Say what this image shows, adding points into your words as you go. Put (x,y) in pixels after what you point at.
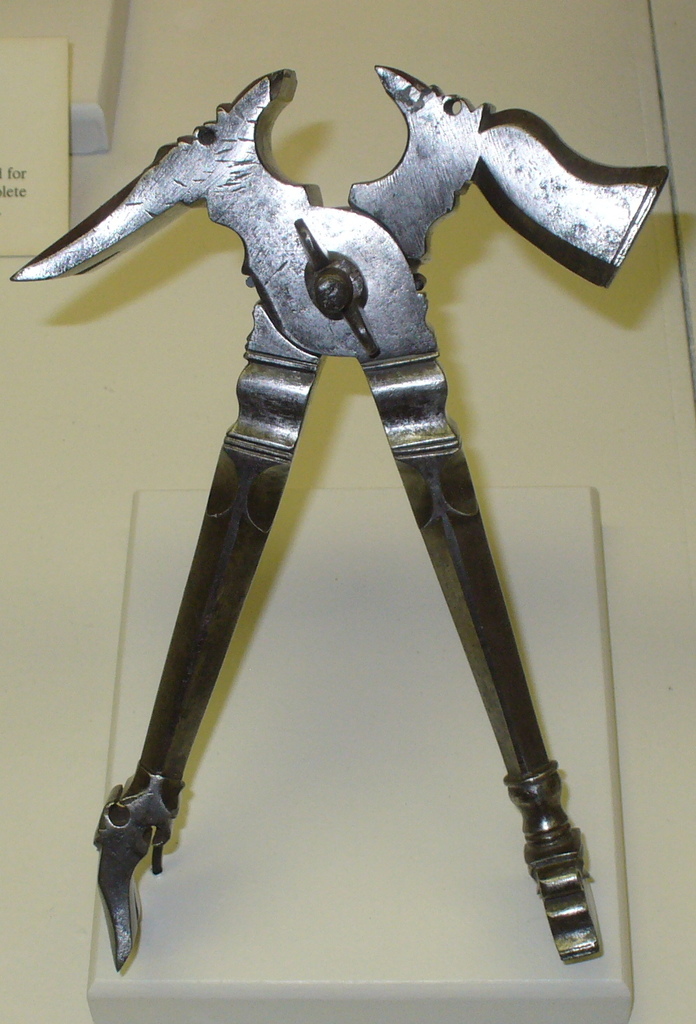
In this image there is a tool (593,926) on the surface (318,690), there is a truncated board (42,182) towards the left of the image (36,175), there is text (19,182) on the board (21,170), there is a wall (328,45) in the background of the image (372,53).
